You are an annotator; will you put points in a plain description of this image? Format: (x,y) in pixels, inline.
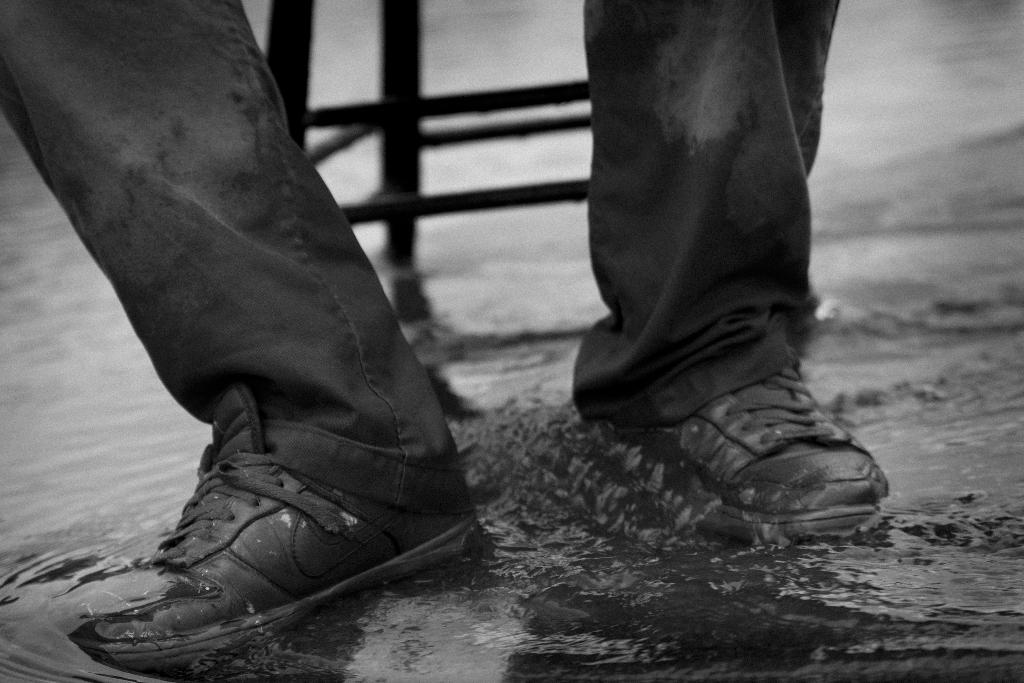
In this picture we can see water (566,384) and legs (598,237) of a person (764,143), and the person (408,410) wore shoes (393,507).
